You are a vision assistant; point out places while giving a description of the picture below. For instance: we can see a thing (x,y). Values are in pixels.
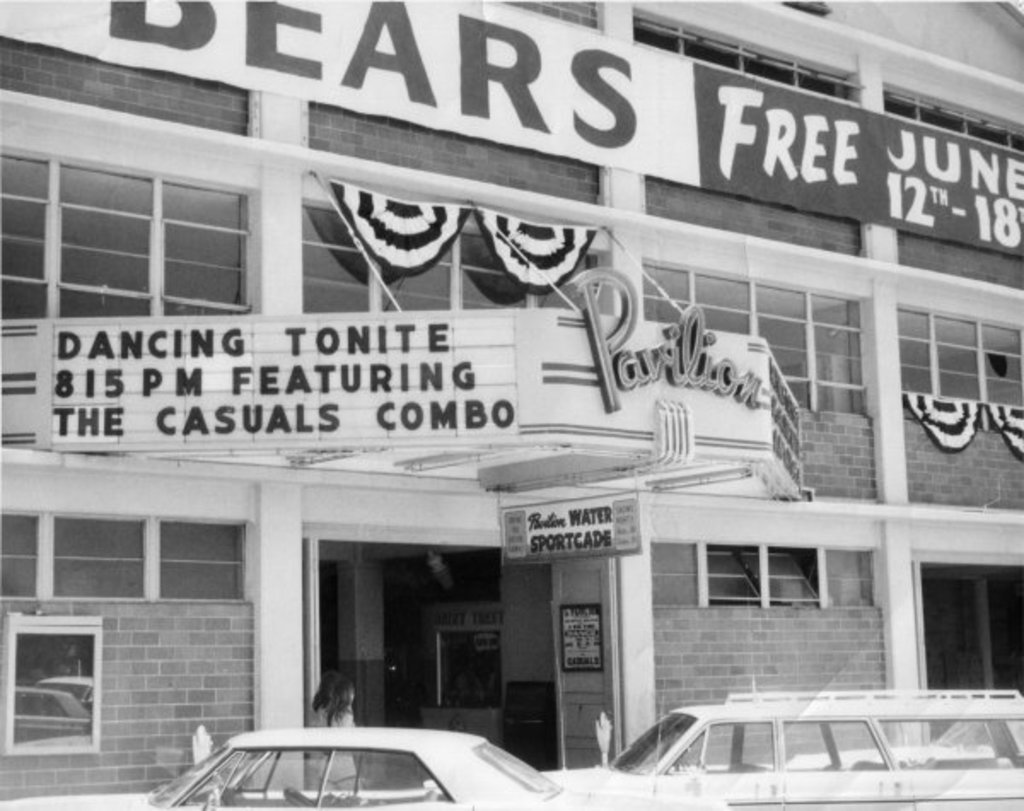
This is a black and white image. In the foreground (882,781) we can see the vehicles (631,773) parked on the ground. In the center (619,271) there is a building (846,653) and we can see the boards (741,378) attached to the building (875,344) and the text (734,144) is printed on the boards (455,384) and we can see the windows (840,349) of the building (172,148) and there are some other objects (493,666).
